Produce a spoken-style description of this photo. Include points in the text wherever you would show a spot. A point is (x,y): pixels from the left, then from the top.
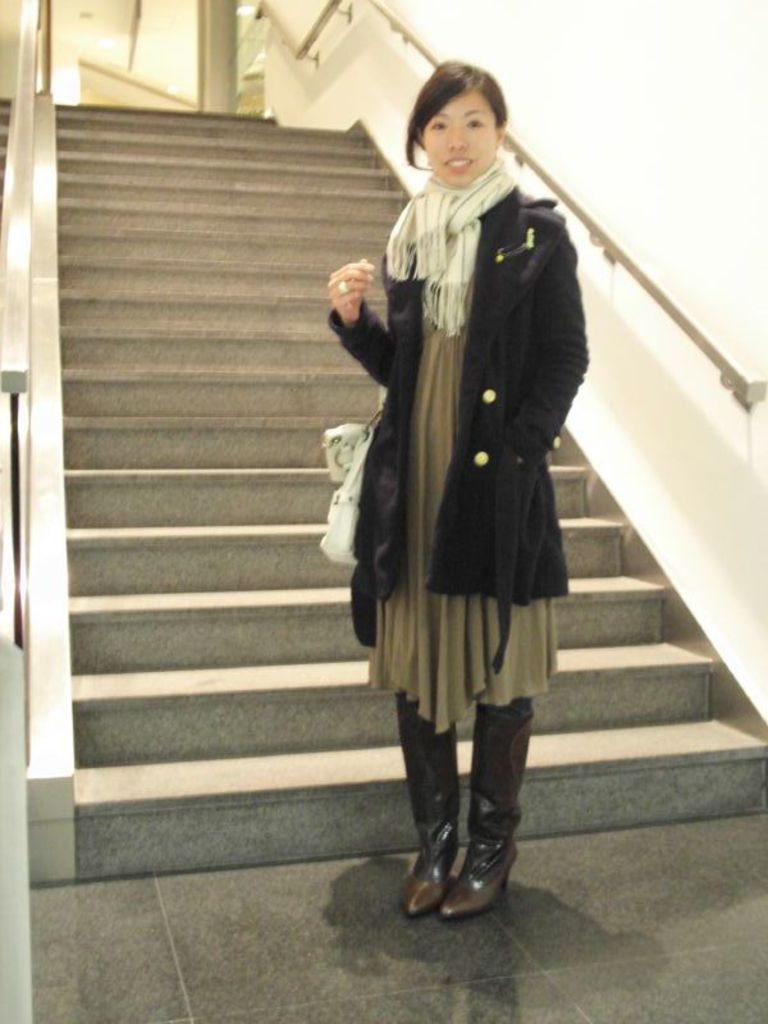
In this picture we can observe a woman (399,466) standing, wearing a black color coat (501,380) and white color scarf (436,218) around her neck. She is smiling. Behind her there are stairs (256,364). On the right side (605,77) there is a wall (615,168) which is in white color.
